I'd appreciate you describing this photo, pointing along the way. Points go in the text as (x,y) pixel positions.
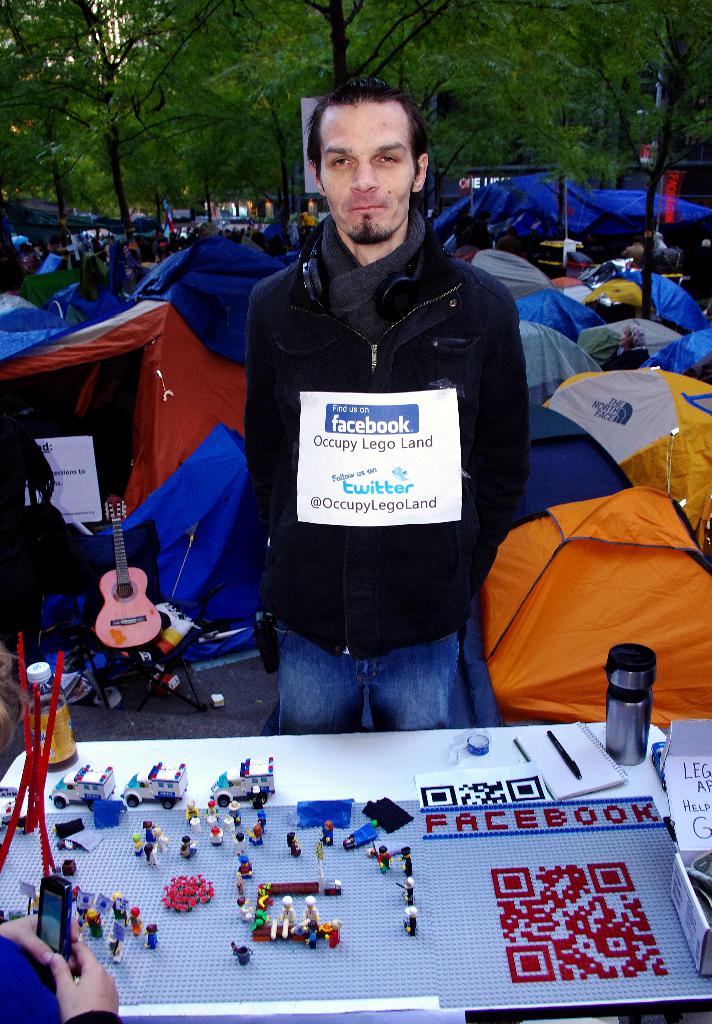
In this picture we can see a man (289,707) who is standing on the road (174,721). There is a guitar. This is the table (370,780). On the table (466,1013) there are some toys (227,795). Here we can see a mobile (50,885) in hands (89,986). On the background (675,87) there are some trees (534,107).
